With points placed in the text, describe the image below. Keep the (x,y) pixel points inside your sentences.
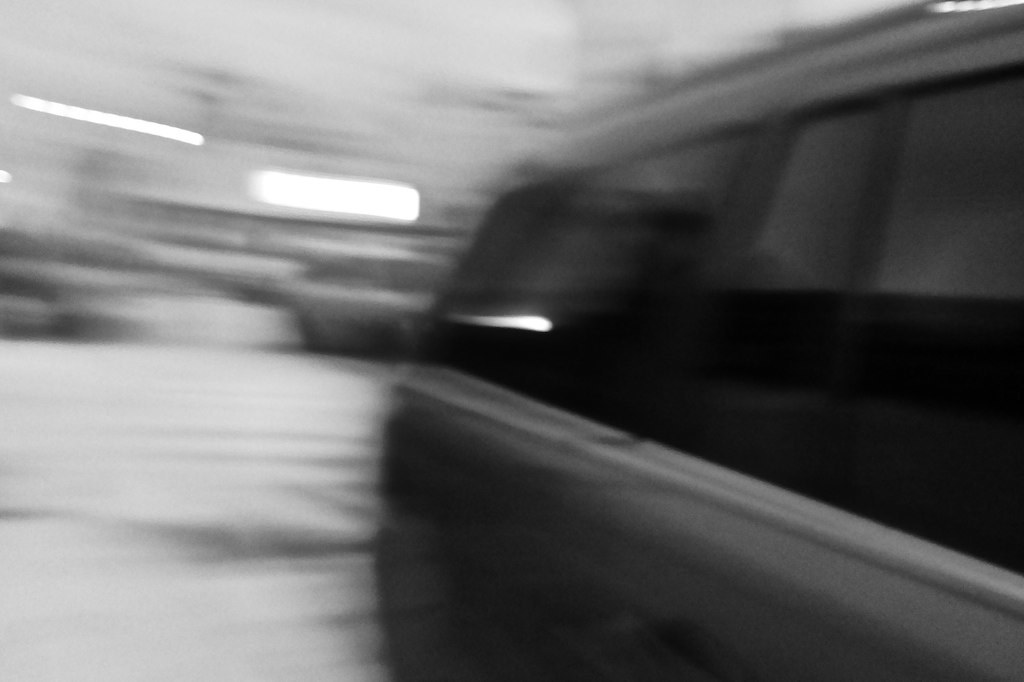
In this picture there is a grey color car (465,475) moving. Behind there is a blur background (183,258).
